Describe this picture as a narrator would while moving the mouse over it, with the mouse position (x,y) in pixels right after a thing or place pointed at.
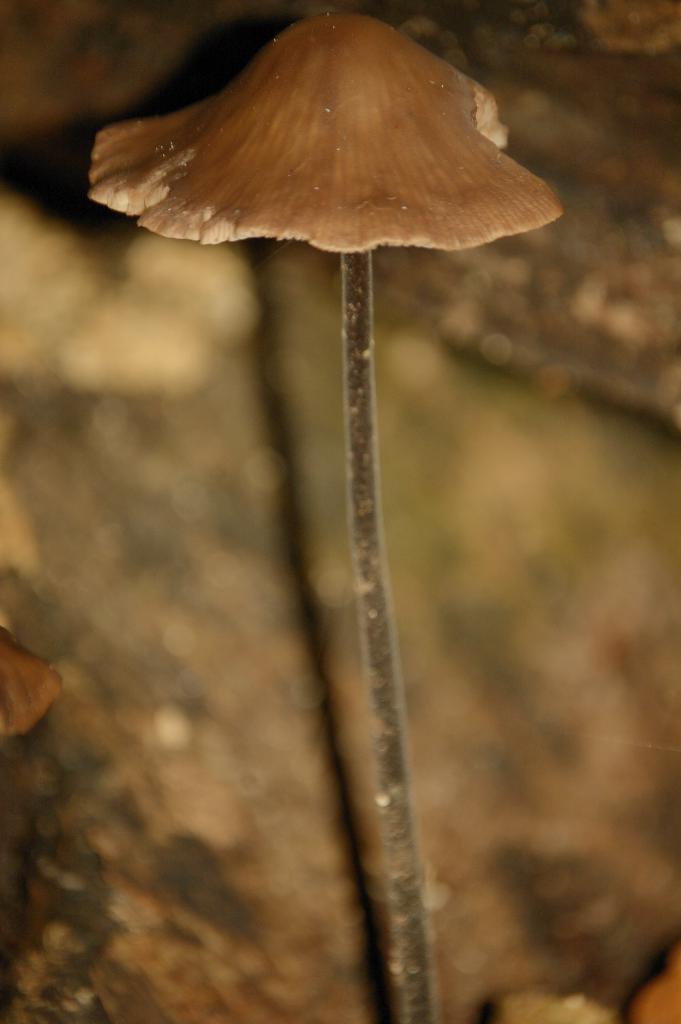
In this image we can see a mushroom (343,195) and stem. The background (161,582) is blurry.
